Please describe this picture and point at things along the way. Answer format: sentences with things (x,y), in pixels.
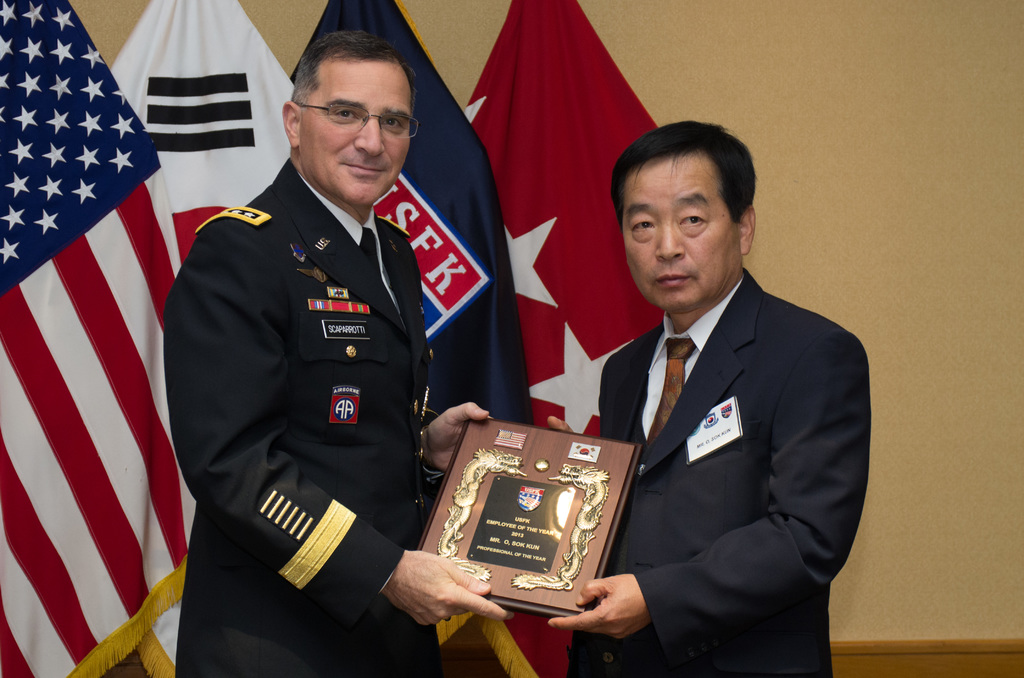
In this image, we can see two persons (319,392) wearing clothes (284,498) and holding a plaque (551,456) with their hands (598,588). There are flags (528,245) in front of the wall (950,145).
